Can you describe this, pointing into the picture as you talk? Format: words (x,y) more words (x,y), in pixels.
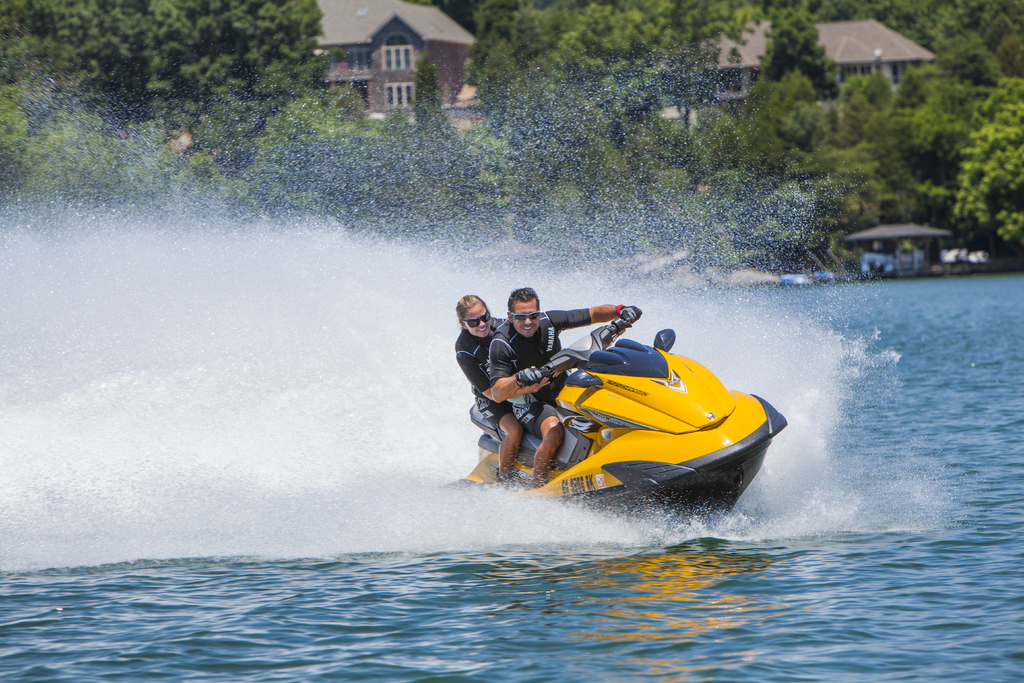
In this image, we can see some trees (799,70) and roof houses (750,35). There are two persons (555,314) in the middle of the image (552,329) sitting on speed boat (565,407) which is floating on the water (374,594).
